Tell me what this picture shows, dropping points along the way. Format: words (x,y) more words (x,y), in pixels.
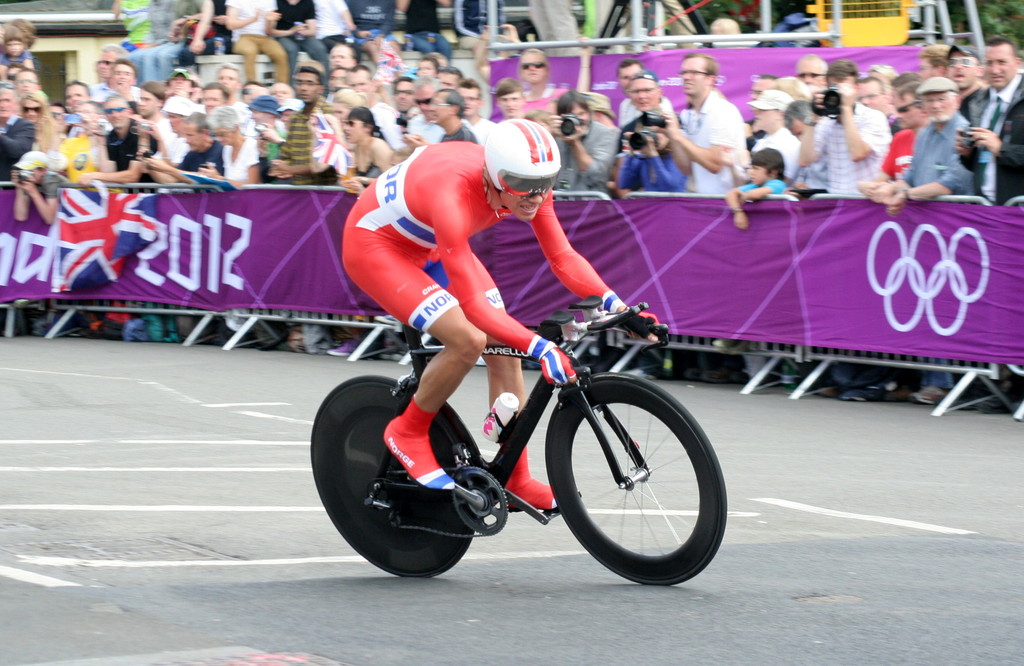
In this image in the foreground (616,537) I can see a person (430,386) riding bicycle (415,378) and wearing a helmet (535,181) and in the background (632,169) there are many people (984,116) standing and some of them are taking pictures.
